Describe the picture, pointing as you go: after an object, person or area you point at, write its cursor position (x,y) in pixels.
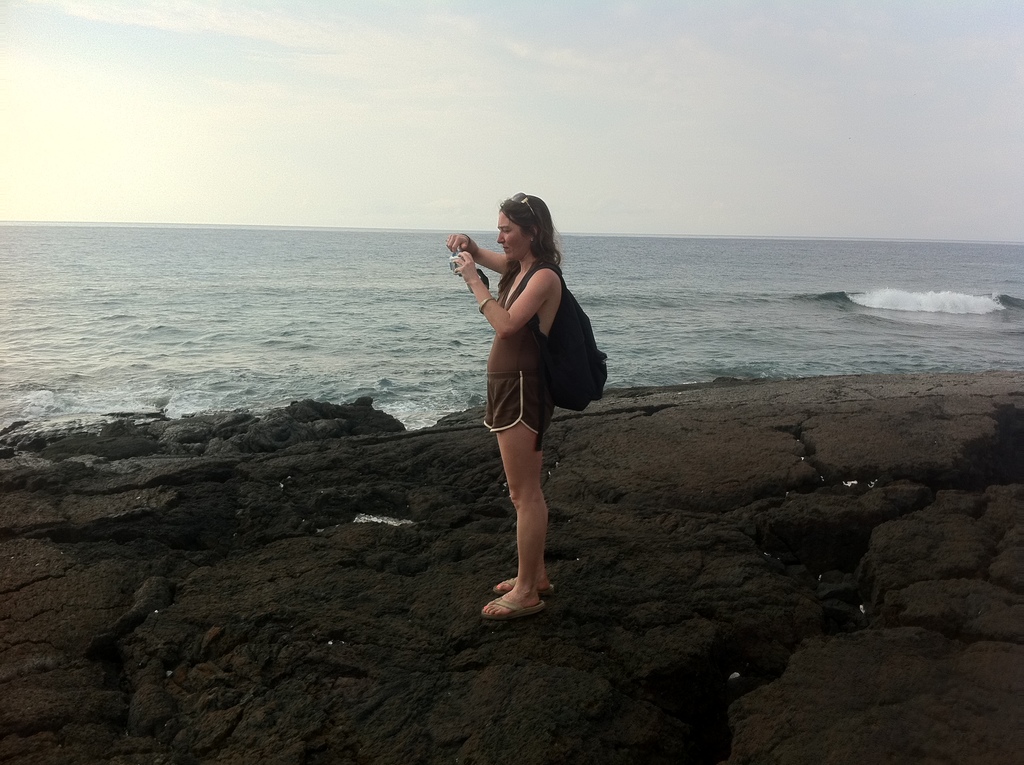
This image is taken at the beach (376,351). In this image we can see a woman (537,298) wearing the bag (561,270) and standing. We can also see the rocks (678,595). Sky (381,159) is also visible in this image.
